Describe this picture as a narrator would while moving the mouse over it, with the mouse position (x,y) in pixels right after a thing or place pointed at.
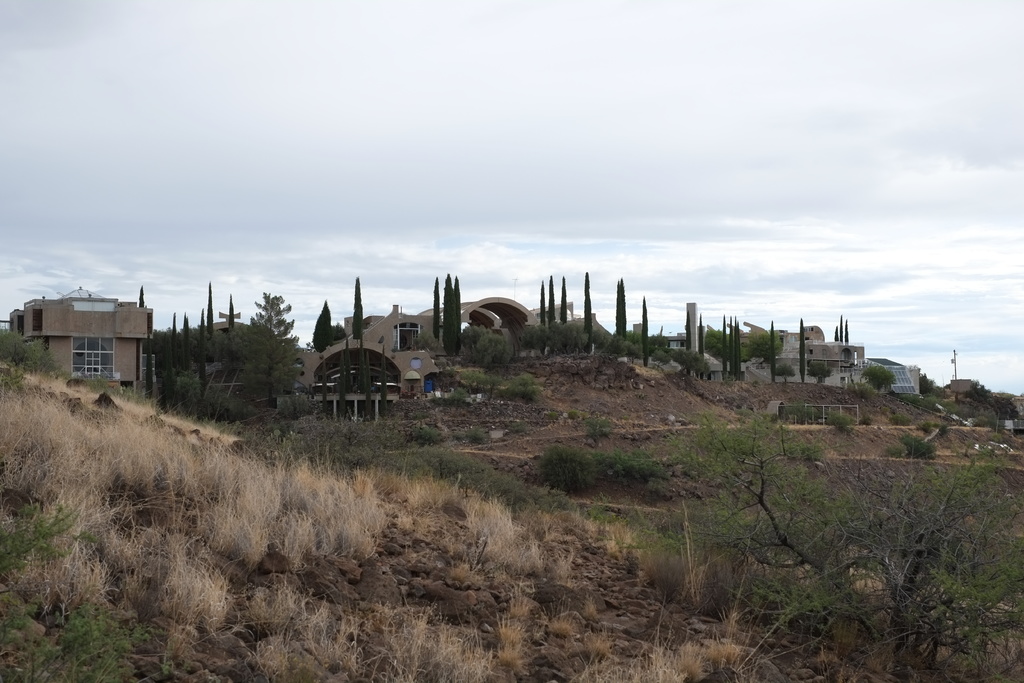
This picture might be taken from outside of the city. In this image, on the right side (920,530), we can see some trees (794,516). On the left side (141,482), we can see some rocks (108,406) on grass (246,490). In the background (177,337), there are some trees (488,334), buildings (504,326), pole (956,361). On top (583,154) there is a sky (560,156) which is cloud (556,186), at the bottom (625,479) there is a land (661,479) with some stones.
